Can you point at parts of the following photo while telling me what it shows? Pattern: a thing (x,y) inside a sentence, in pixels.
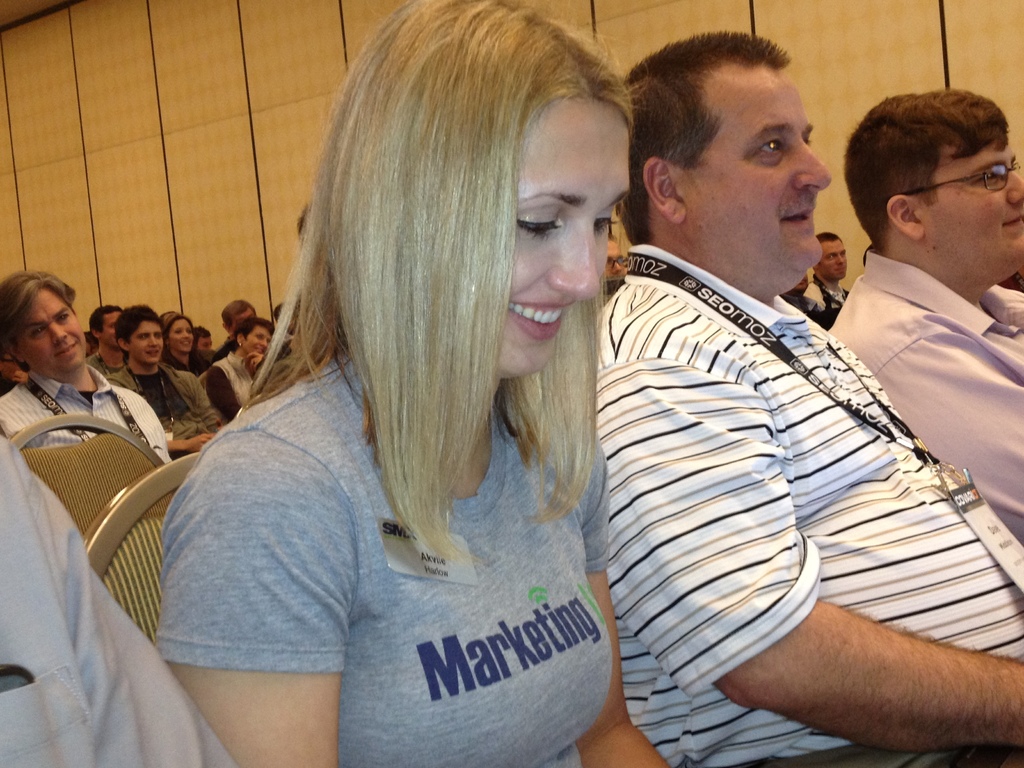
In this image I can see group of people (109,416) sitting on the chairs (118,467), the person (342,546) in front (342,532) wearing gray color dress (377,546). Background (191,118) I can see wall (201,132) in brown color.
